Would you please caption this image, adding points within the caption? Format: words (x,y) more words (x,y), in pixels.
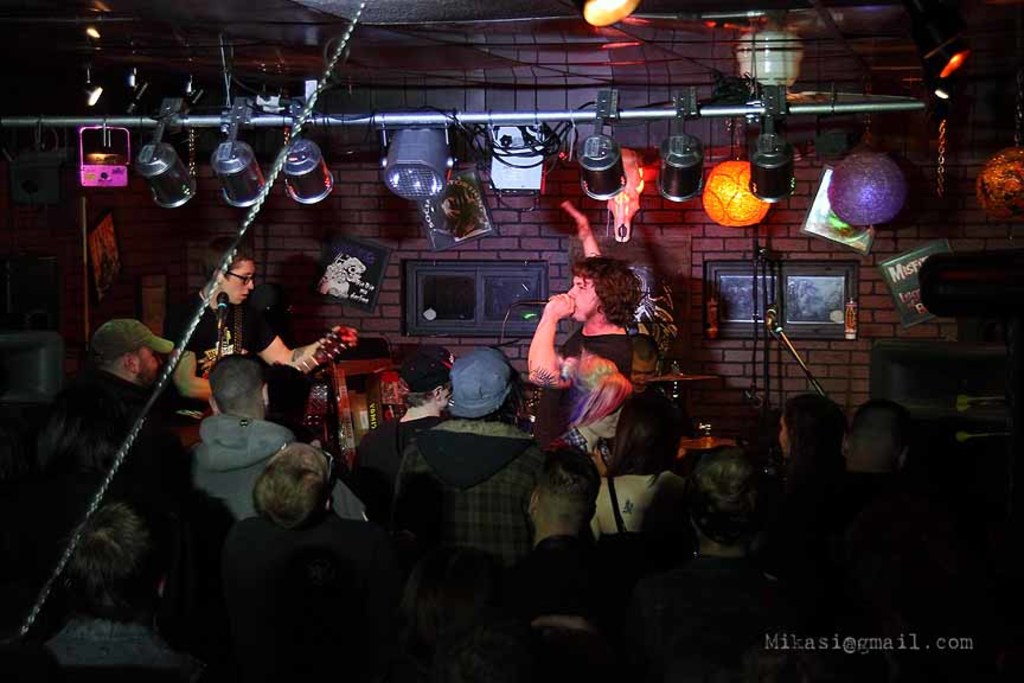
There are many persons (516,521) standing there. And one person (599,356) wearing a black dress (588,349) is holding a mic (540,305) and singing. Another person (236,341) is holding a guitar (341,344) and playing. In the background (392,257) there is a brick wall (392,278). And there are some photo frames (370,255). And there is a light (152,163). There are hanging bulbs (864,185).
